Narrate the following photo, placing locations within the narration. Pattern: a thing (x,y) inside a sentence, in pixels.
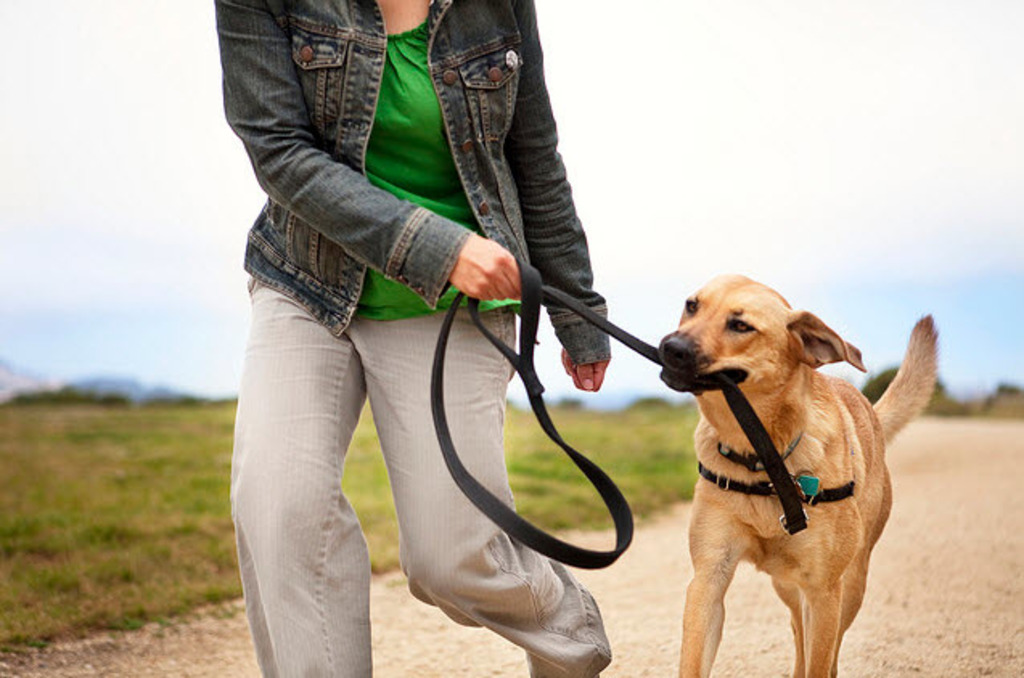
There is one person (360,324) is walking on the road (453,636) and holding a dog belt (538,280) as we can see in the middle of this image (424,287). There is a dog (720,422) on the right side of this image (796,437). There is a grassy land (187,467) in the background (670,454), and there is a cloudy sky (591,131) at the top of this image (635,180).
